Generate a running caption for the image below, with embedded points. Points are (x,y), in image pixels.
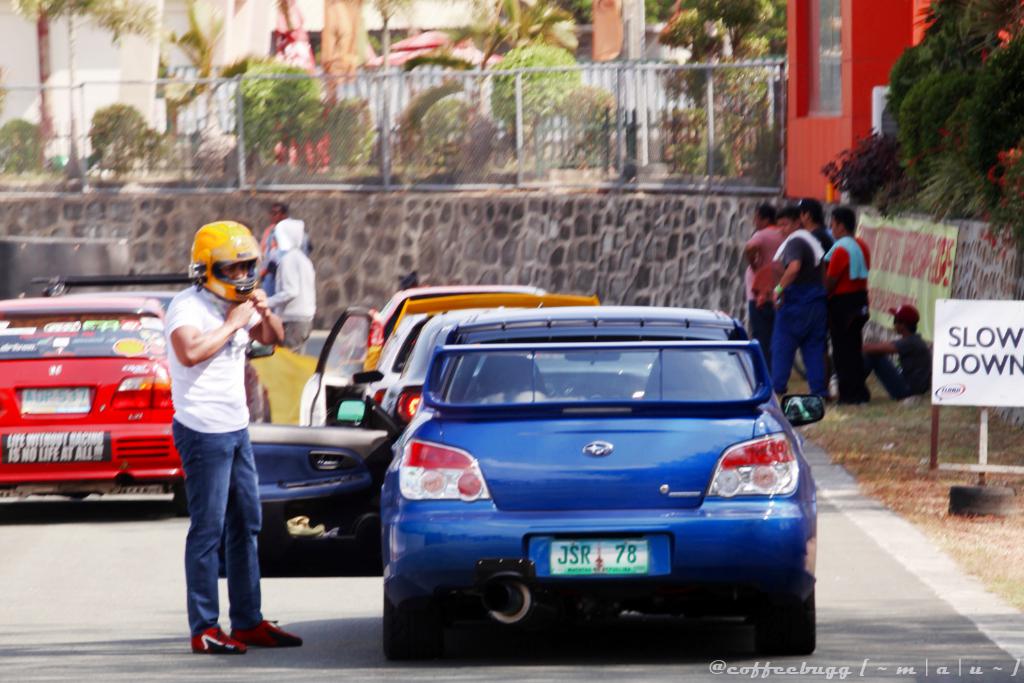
In this picture I can see few cars (399,423) and few people (793,300) are standing and I can see a man (195,373) wearing helmet (240,297) and couple of car doors (326,431) are opened and we see another man (891,378) seated and few buildings (822,111), trees (493,24) and a board (980,392) with text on it and I can see a watermark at the bottom right corner of the picture (869,673).
